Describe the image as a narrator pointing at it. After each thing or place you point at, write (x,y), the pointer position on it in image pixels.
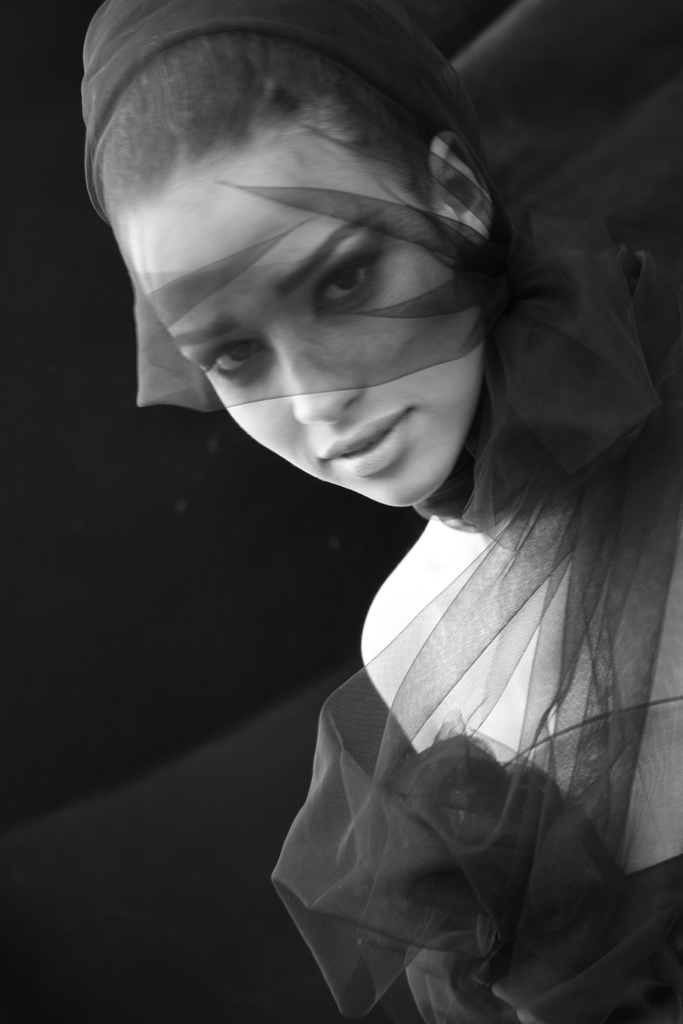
This is black and white image, in this image there is a lady (462,752).
